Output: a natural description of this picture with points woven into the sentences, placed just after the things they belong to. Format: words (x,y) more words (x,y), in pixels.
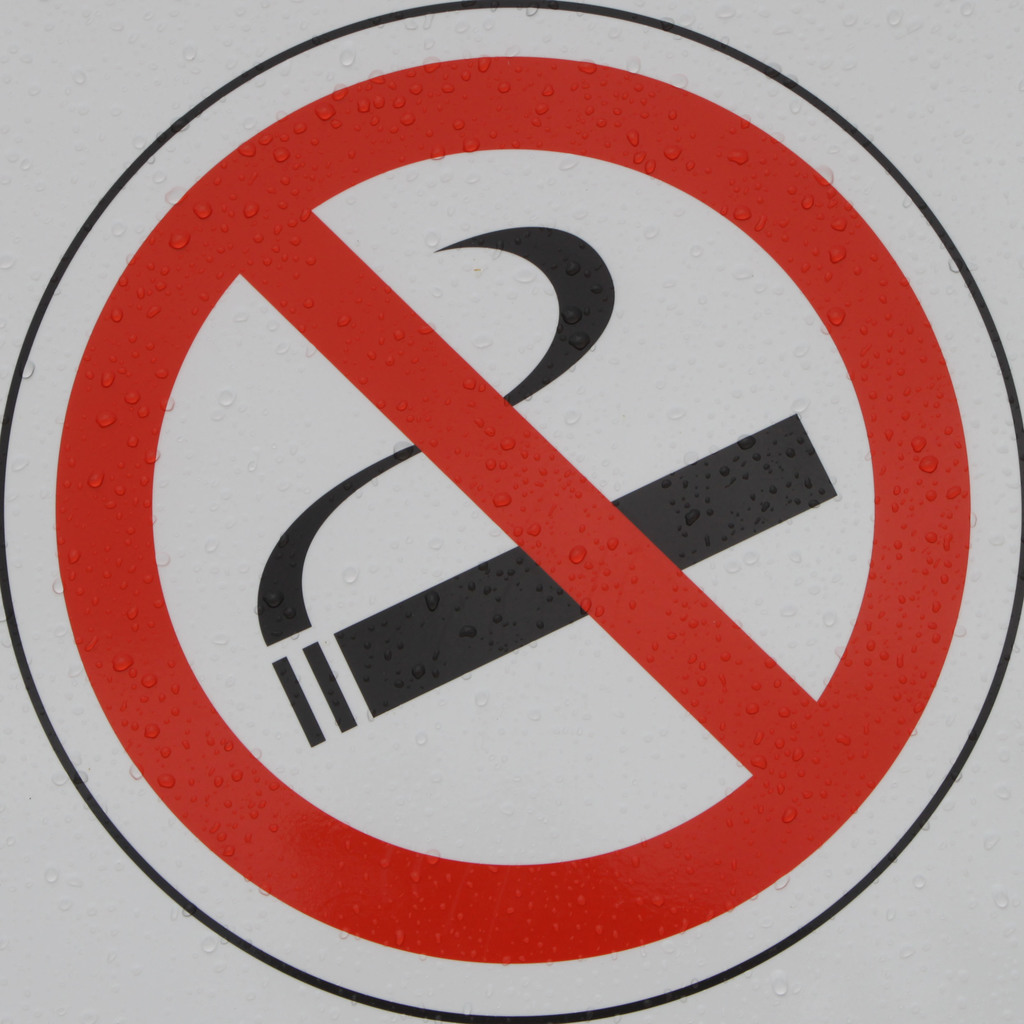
In the center of the image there is a no smoking symbol (187,586).
